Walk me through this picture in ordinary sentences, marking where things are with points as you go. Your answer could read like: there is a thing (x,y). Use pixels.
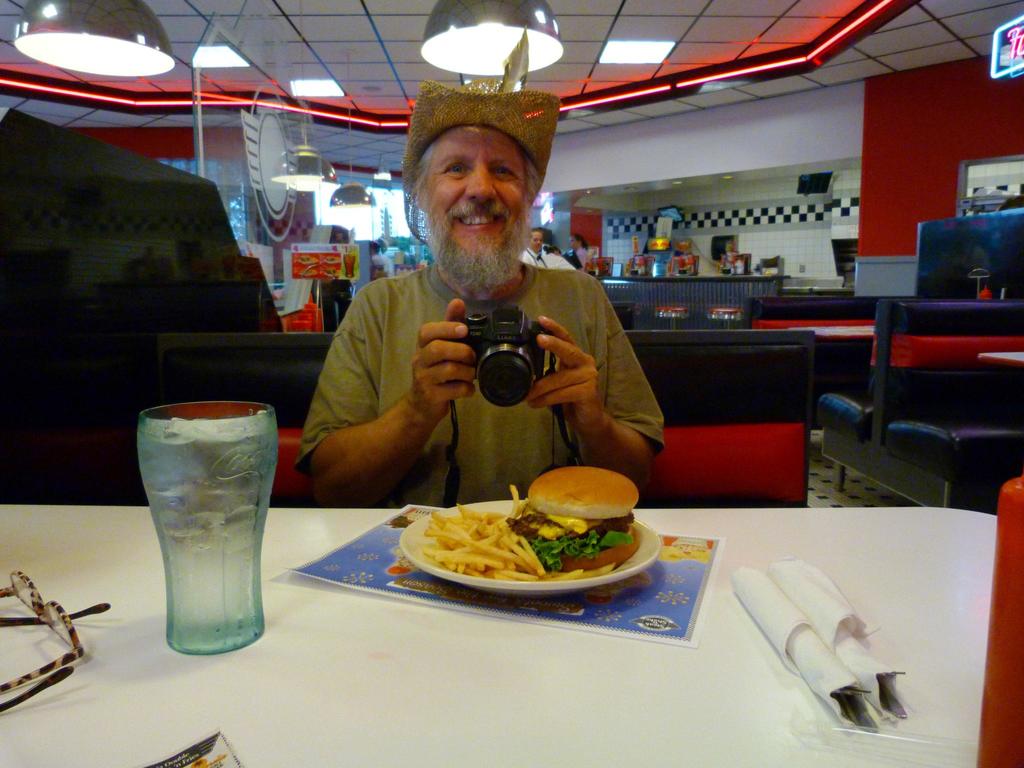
At the bottom of the image (264,701) there is a table (264,701) with spectacles (80,614), glass (207,510) and some other things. And on the table (243,742) there is a card (639,607). On the card (394,548) there is a plate (562,587) with food items (559,531) in it. Behind the table (369,520) there is a man (503,298) with a hat (446,114) on his head (498,269). And he is holding a camera (507,405) in his hands (562,392). Behind him there are sofas (909,331) and tables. In the background (697,319) there is a table (690,283). Behind the table (706,283) there are few people (562,261) standing. In the background (744,251) there are many other things (711,249). At the top of the image (171,112) there is a ceiling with lights (325,174).
